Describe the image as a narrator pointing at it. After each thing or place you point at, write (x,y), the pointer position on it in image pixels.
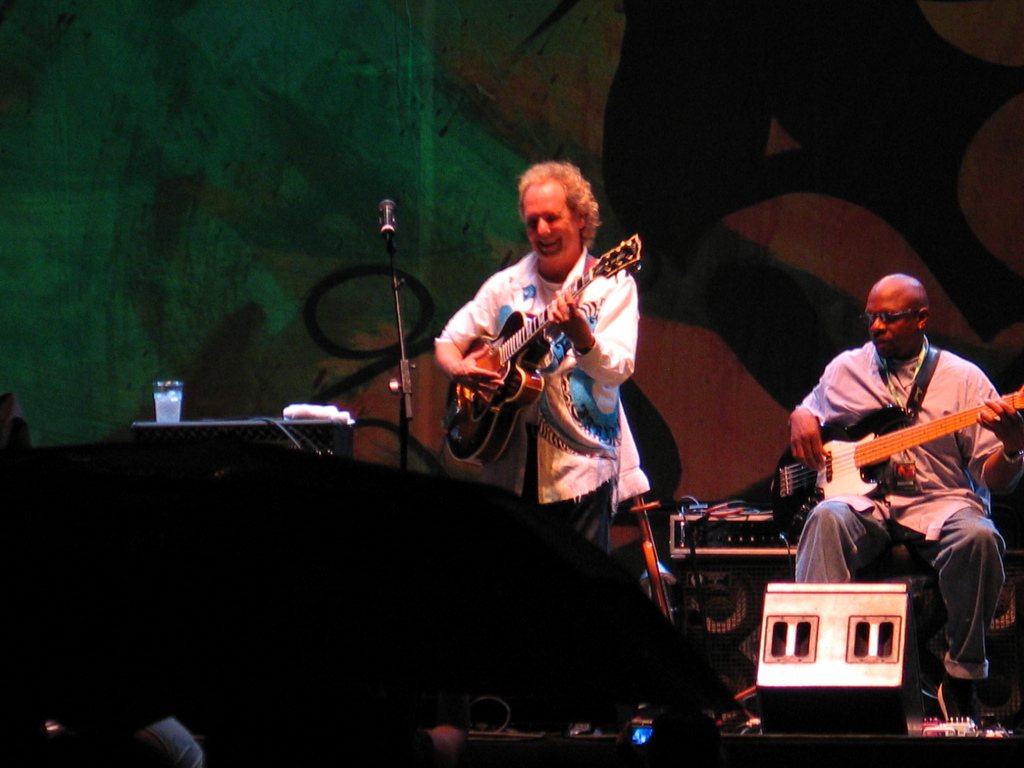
As we can see in the image there is a green color wall (206,180), two people (836,377) over here. the man (894,385) who sitting on the right side (945,463) is holding a guitar (886,454) and the man (536,415) over here is standing and he is wearing white color shirt (585,409) and holding a guitar (473,410). There is a mic (390,215) over here. On the left side (219,425) there is a table (180,428). On table (176,435) there is a glass (165,419).
